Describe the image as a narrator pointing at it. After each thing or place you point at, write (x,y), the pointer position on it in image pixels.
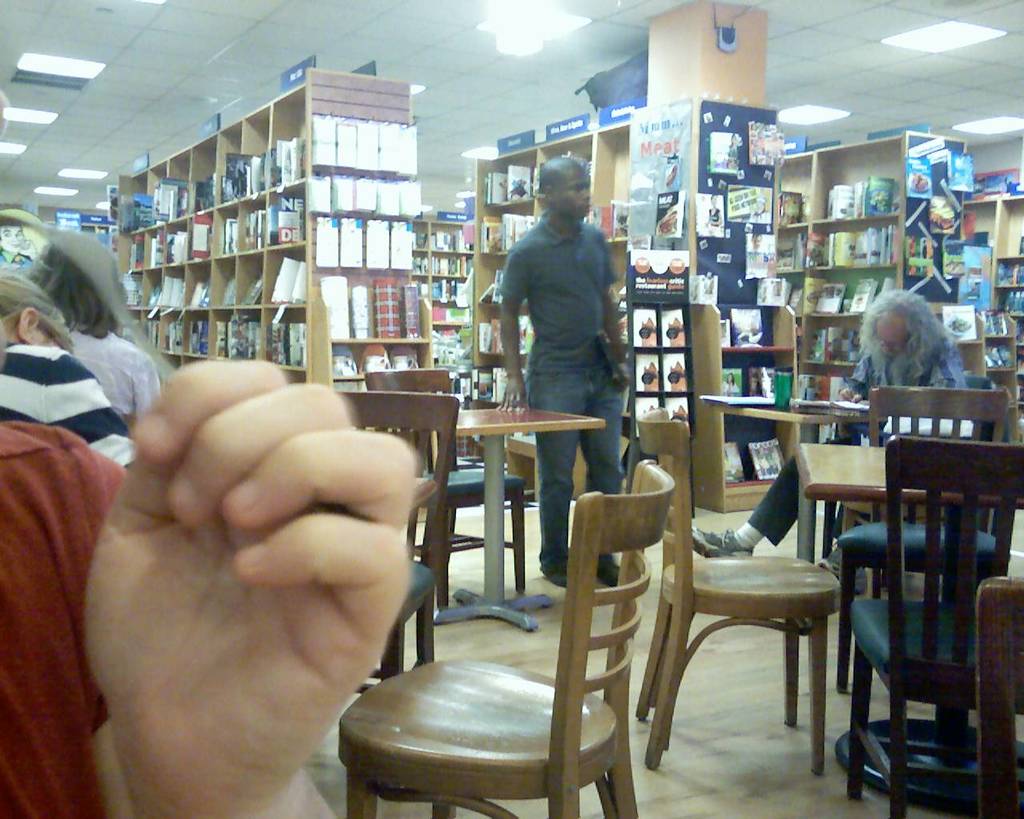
On the left (195,622) we can see human hand (195,622) and two persons (62,293) were sitting. On the right (901,333) we can see one man (899,326) sitting on chair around table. In the center (544,382) there is a man (613,293) standing and we can see table (506,416) and few more empty chairs (525,478). In the background (345,154) there is a shelf (222,218), books (275,204), camera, backpack (604,84), light (30,61) etc.
